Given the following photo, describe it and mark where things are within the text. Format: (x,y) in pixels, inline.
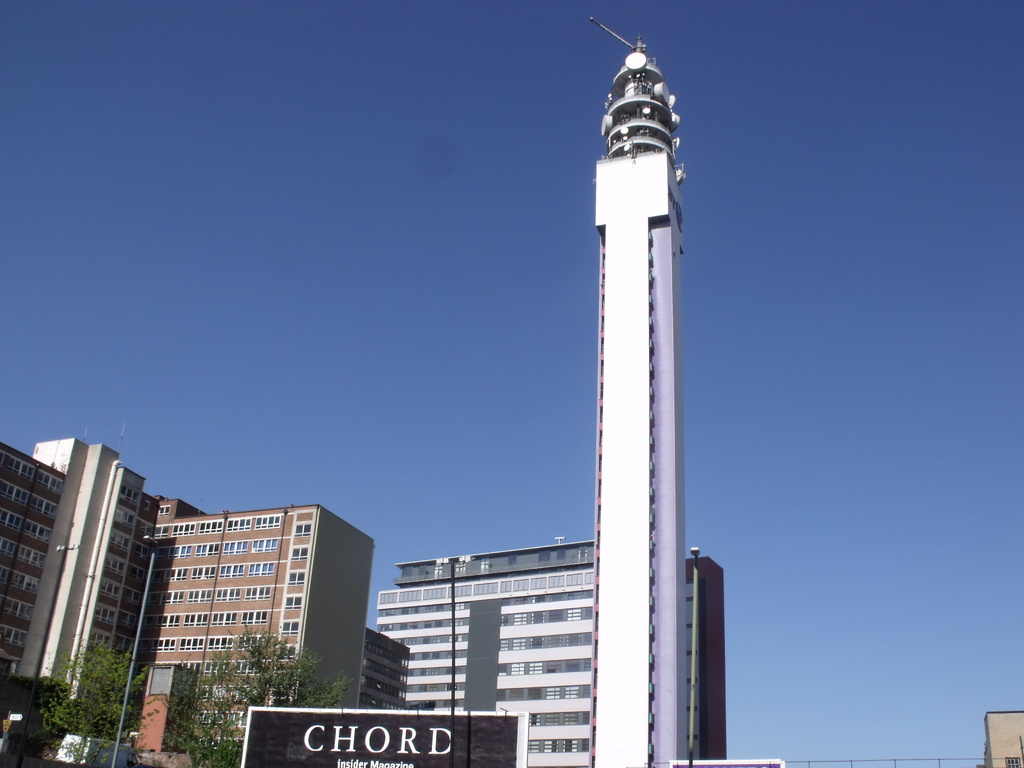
In this image, we can see a tower (668,680), buildings (533,640), walls (436,632) and windows (198,576). At the bottom (236,741), there are few trees (54,741), poles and hoarding (313,758). Background (568,361) there is a clear sky (396,389).
